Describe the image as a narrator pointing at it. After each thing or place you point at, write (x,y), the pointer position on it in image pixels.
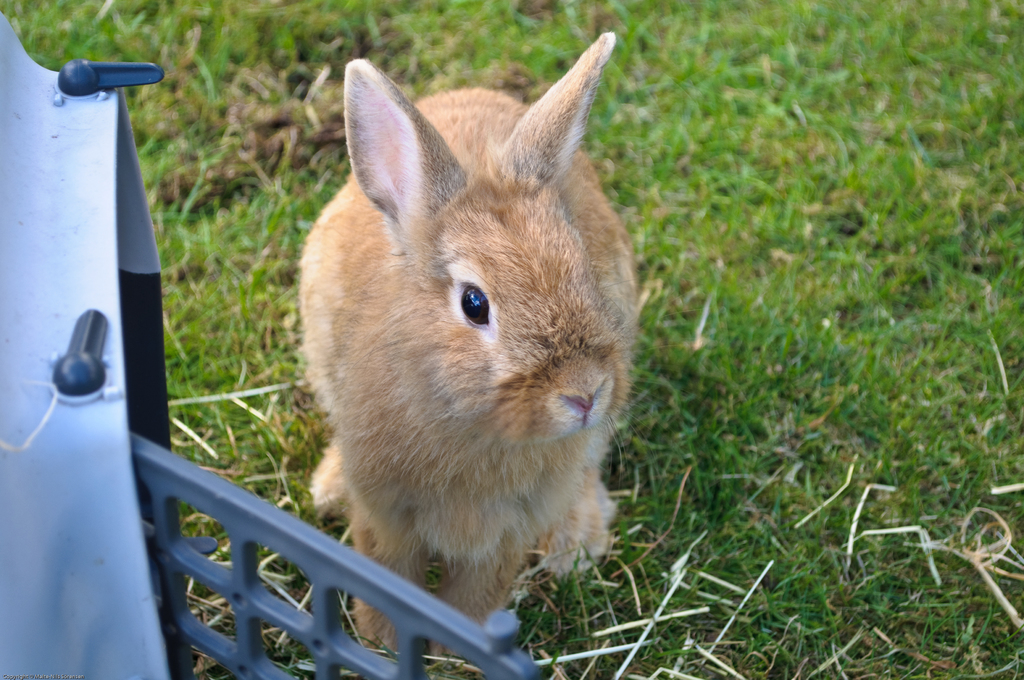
In the center of the image (511,448) we can see a rabbit (469,204). On the left (67,408) there is a cage (69,444). At the bottom (729,472) there is grass (765,415).
